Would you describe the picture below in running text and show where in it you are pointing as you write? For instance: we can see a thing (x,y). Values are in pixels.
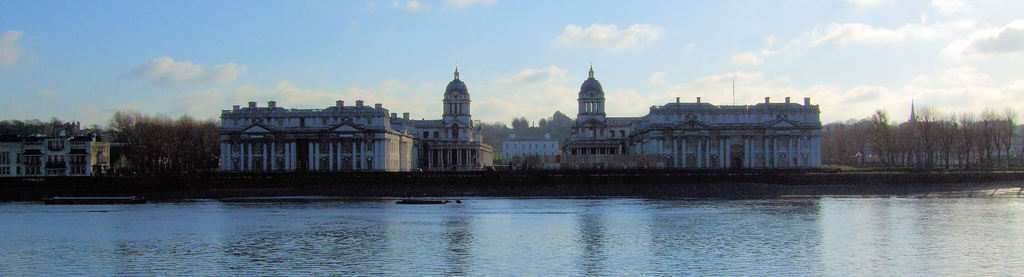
In this image we can see buildings (69,156) with windows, trees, water (366,240) and in the background (464,36) we can see the sky (597,23).
